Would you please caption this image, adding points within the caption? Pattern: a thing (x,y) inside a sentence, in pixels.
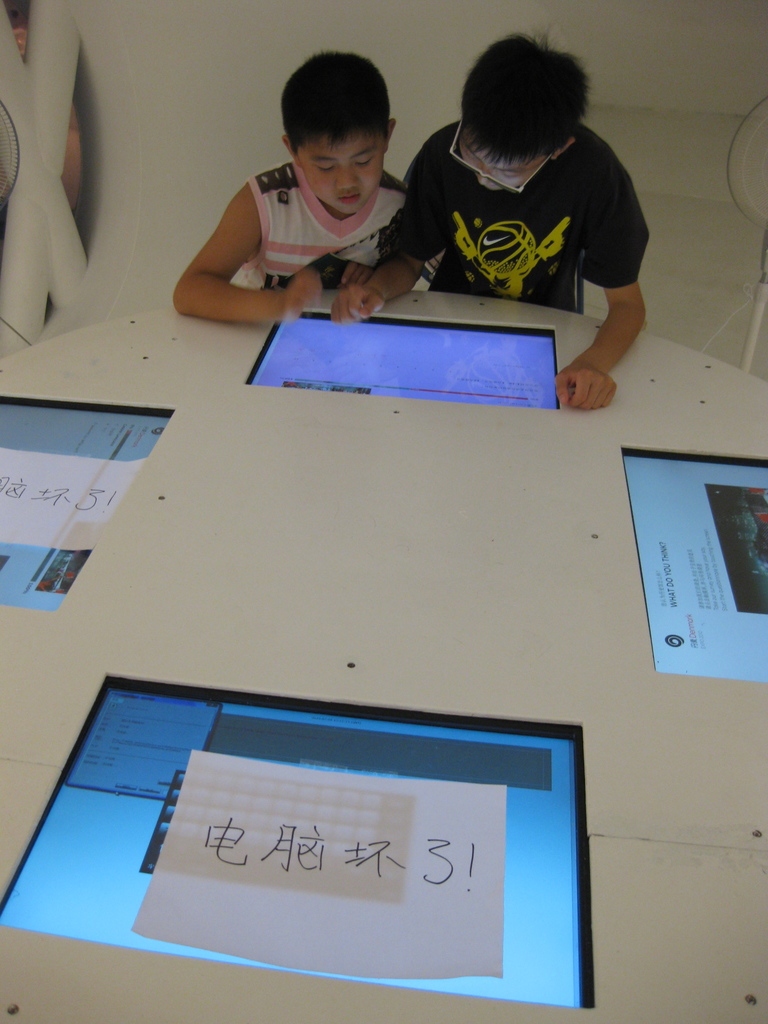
In this picture I can see the table (339,402) in front (294,645) and I see 4 screens (93,750) on it and I see 2 white color papers (24,475) on 2 screens (83,456) and I see something is written on the papers (80,469). In the background (209,268) I can see 2 boys (492,177) standing near to the table (338,429) and I can see the wall (644,165).
